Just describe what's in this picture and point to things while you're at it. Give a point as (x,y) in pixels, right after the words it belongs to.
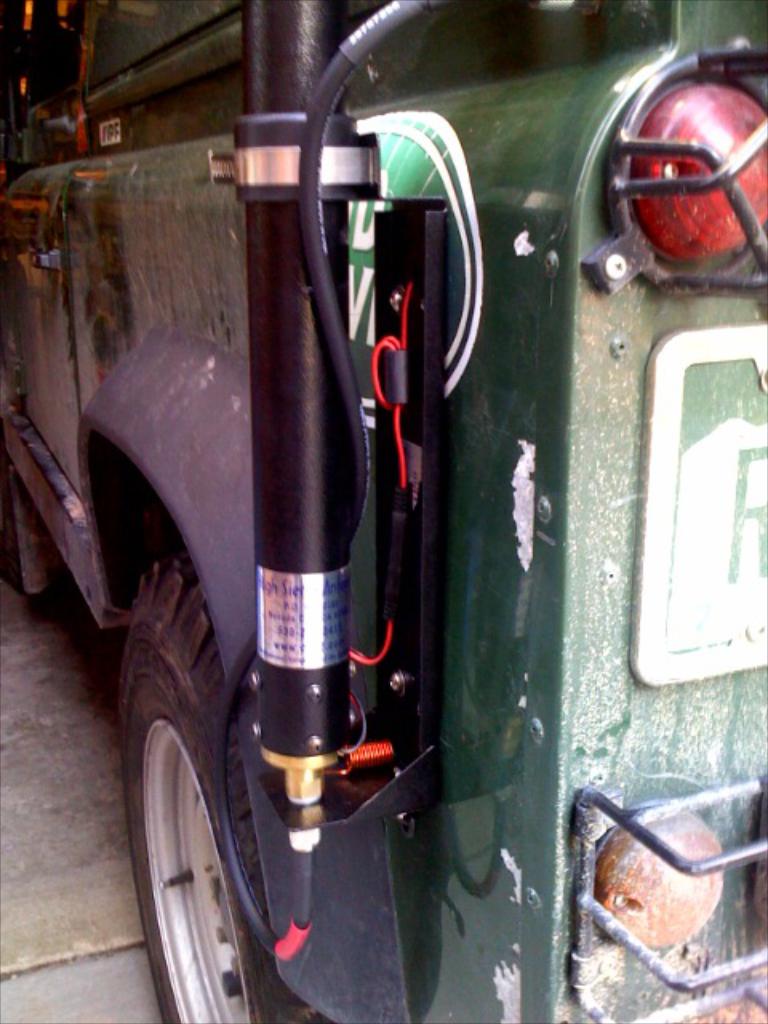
This looks like a vehicle (83,388). I can see tail lights (647,863) and wheel (138,671). This looks like a pipe (342,466), which is attached to the vehicle (583,306). This vehicle (169,313) is dark green in color.
